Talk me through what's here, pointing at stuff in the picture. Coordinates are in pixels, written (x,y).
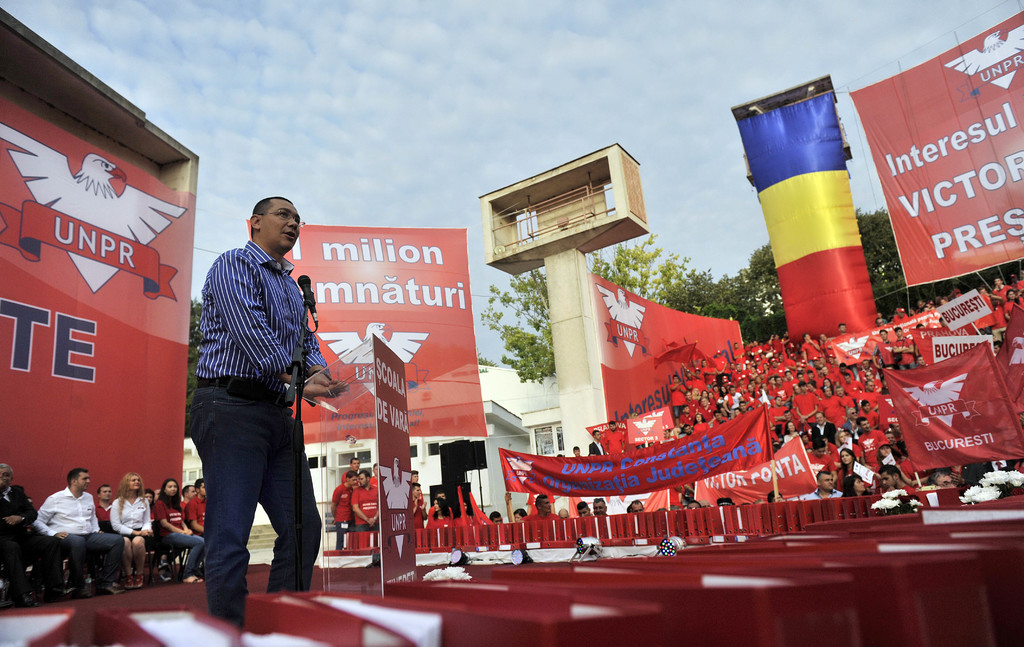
On the left (207,329) a man (207,329) is standing on the stage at the podium (329,566) and there is a mic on a stand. In the background (146,303) there are few persons (54,583) sitting on the chairs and few (375,506) are standing and we can see hoardings (453,423), banners (785,480), poles (588,419), buildings (519,425), windows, trees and clouds (353,196) in the sky (666,232).
